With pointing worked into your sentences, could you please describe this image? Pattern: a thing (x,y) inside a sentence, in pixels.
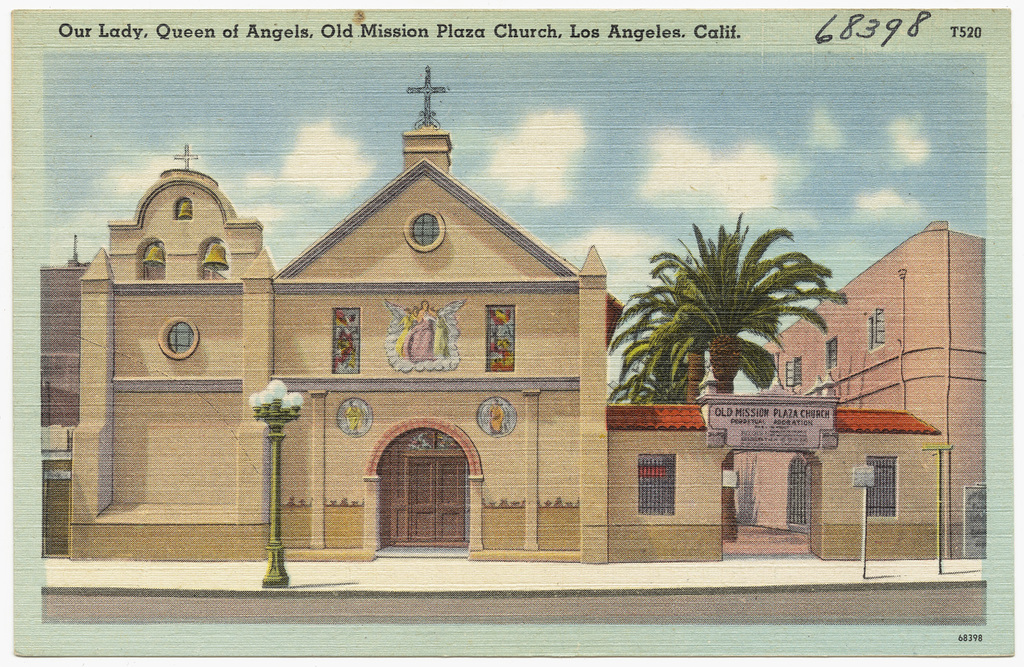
In this picture we can observe buildings (463,421). There are some poles (288,412) on the footpath (403,585). In front of the building (370,302) we can observe a road (123,612). In the background (695,345) there are trees (685,311) and a sky (261,156) with some clouds (541,180). We can observe black color text (647,31) in this picture.
